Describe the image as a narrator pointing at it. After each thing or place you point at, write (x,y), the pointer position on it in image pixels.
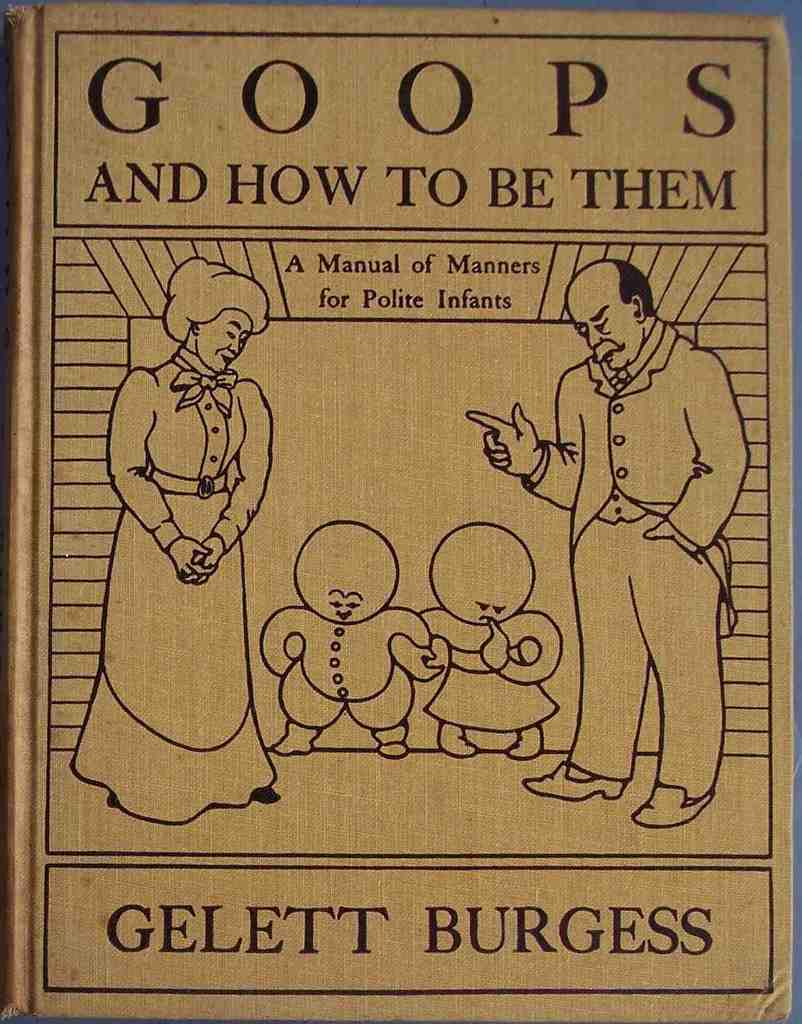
In this picture I can see a poster (341,596) with some diagrams (310,616) and some text (407,305).
